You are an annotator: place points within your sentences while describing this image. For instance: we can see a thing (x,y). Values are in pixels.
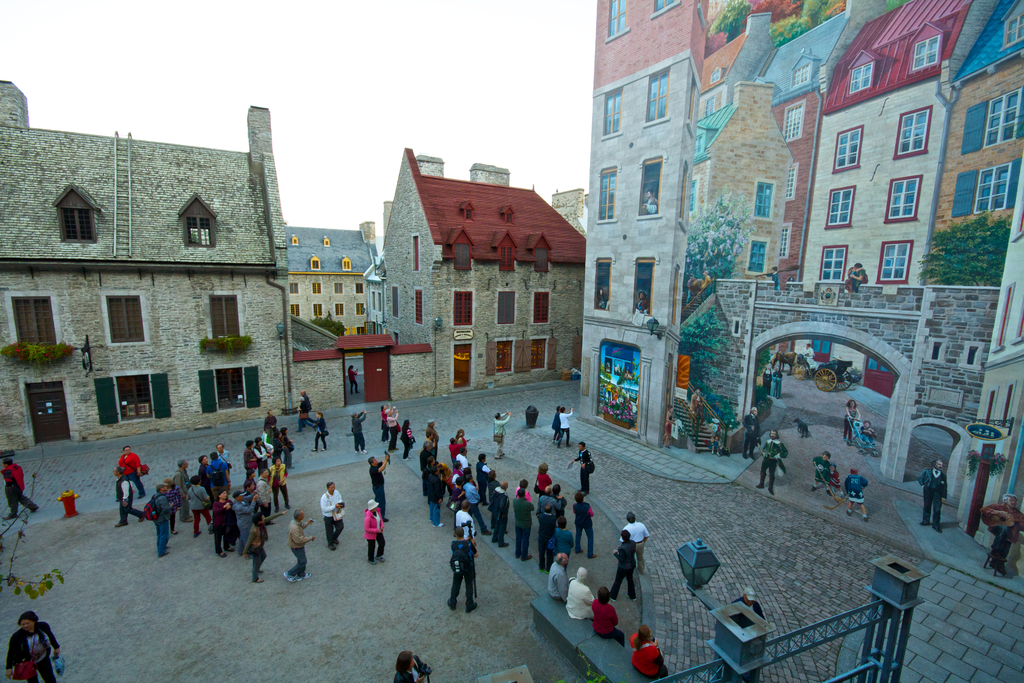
In this image we can see some buildings (367,257), plants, persons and other objects (721,621). On the right side of the image (863,282) there is the painting (786,240) of buildings (742,168), people (939,470), trees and other objects (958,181). At the bottom of the image (472,598) there is the floor (107,658), persons (498,498), light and other objects (581,675). At the top of the image (255,69) there is the sky (329,69).
